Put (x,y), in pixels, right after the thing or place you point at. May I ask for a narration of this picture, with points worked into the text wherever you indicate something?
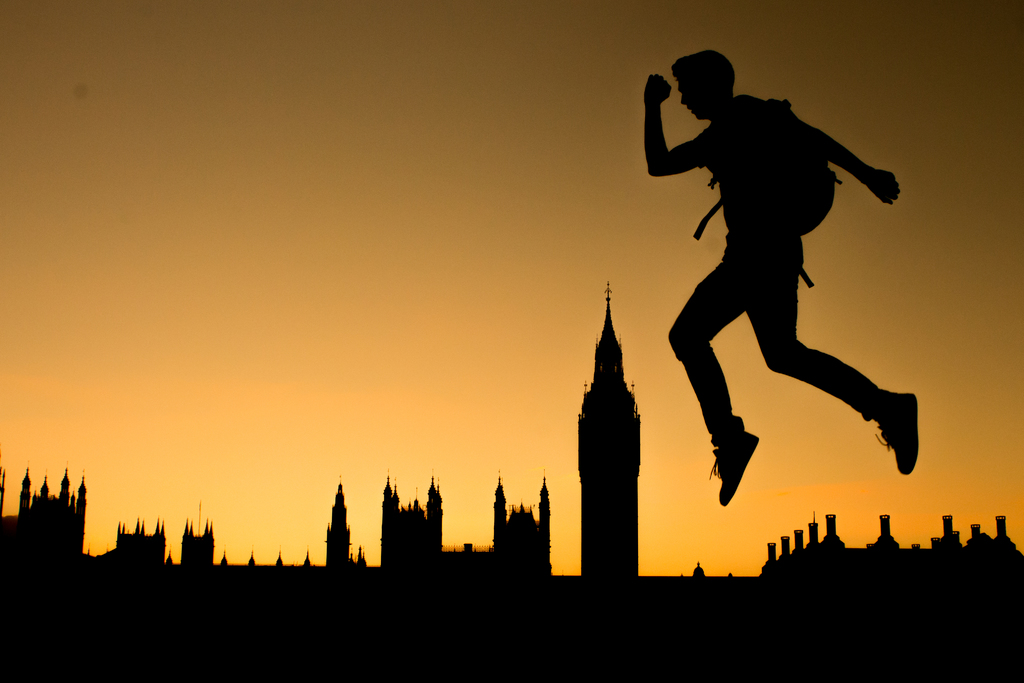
This image consists of a man (679,321) running. He is in the air and wearing a bag (796,203). In the background (444,301), there is a sky (414,334). At the bottom (51,524), there are monuments (68,537).
